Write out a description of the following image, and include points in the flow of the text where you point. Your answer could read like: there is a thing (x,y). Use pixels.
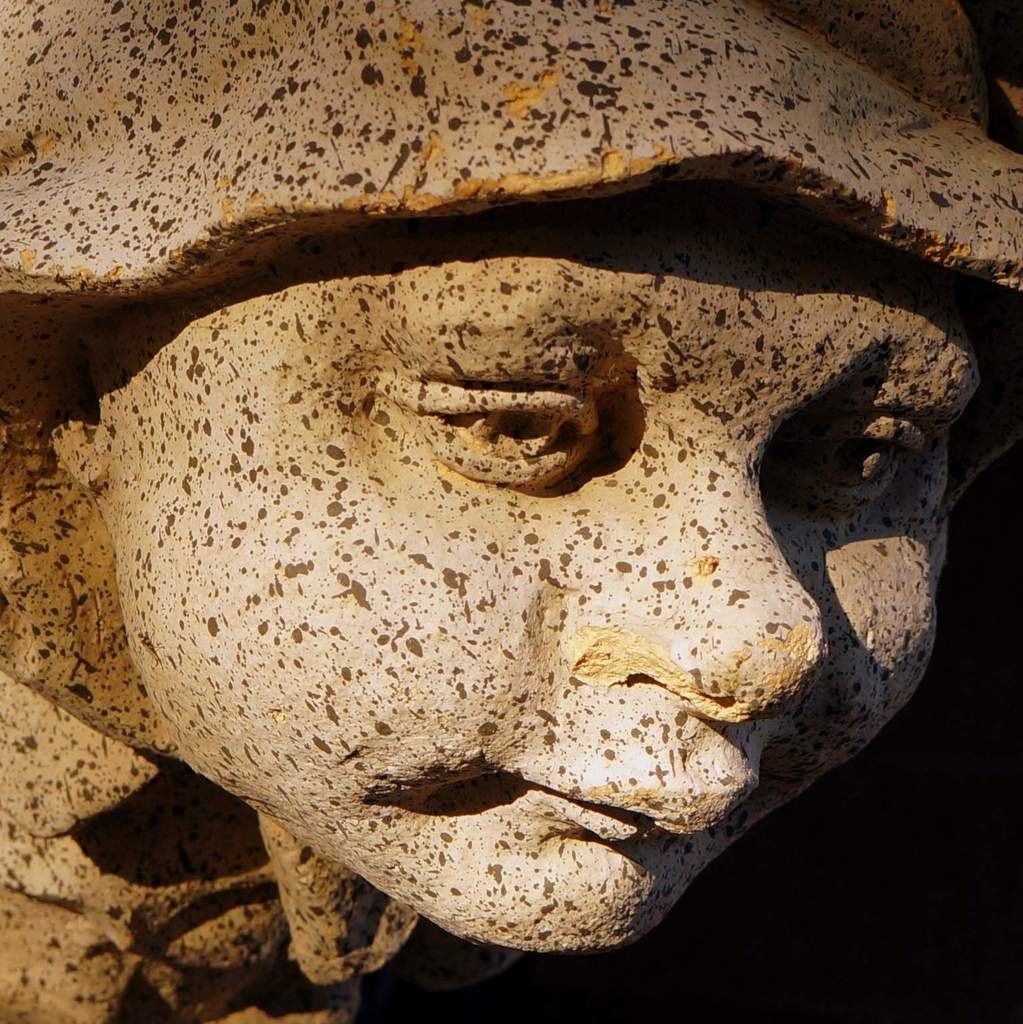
There are gray colored marks (670,752) on the sculpture (746,773). And the background (892,931) is dark in color.
